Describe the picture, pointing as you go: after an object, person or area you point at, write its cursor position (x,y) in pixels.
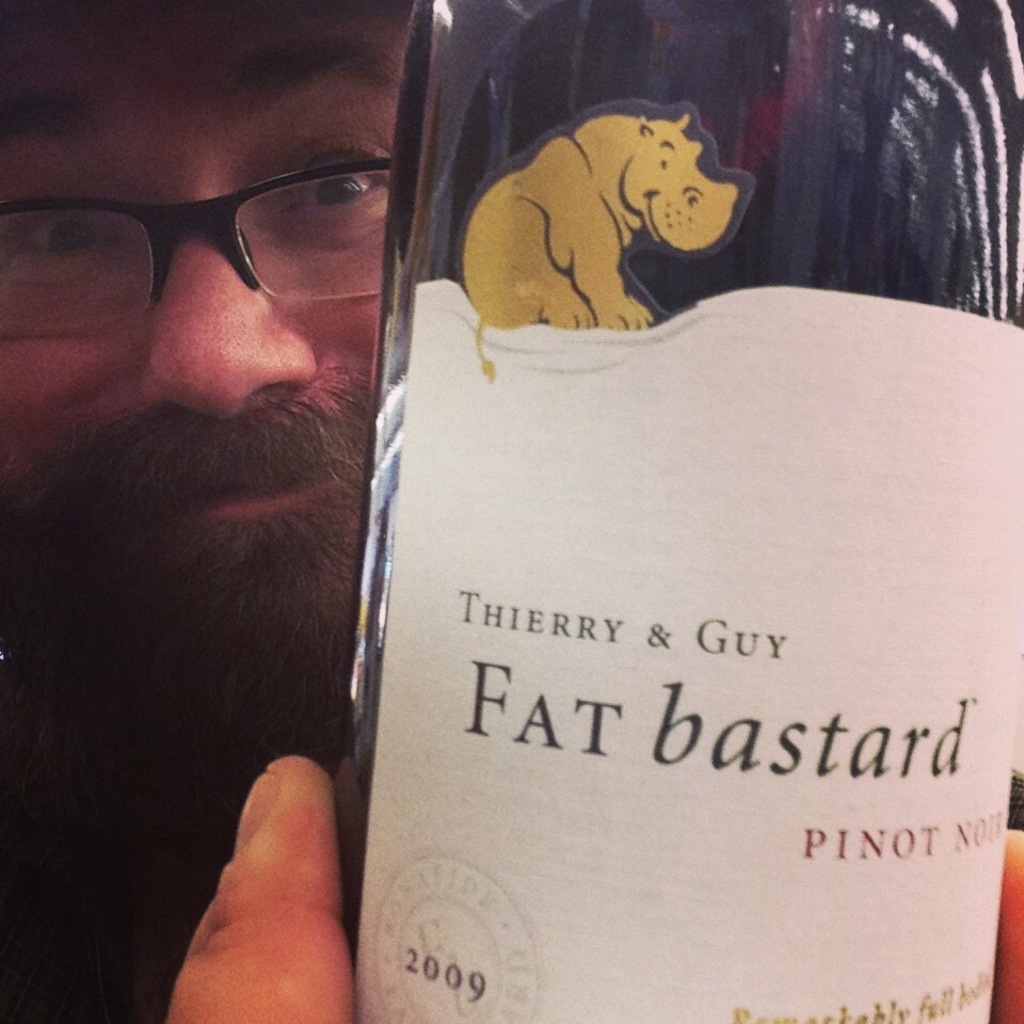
In this image there is a man (98,1010) holding bottle (808,846).
